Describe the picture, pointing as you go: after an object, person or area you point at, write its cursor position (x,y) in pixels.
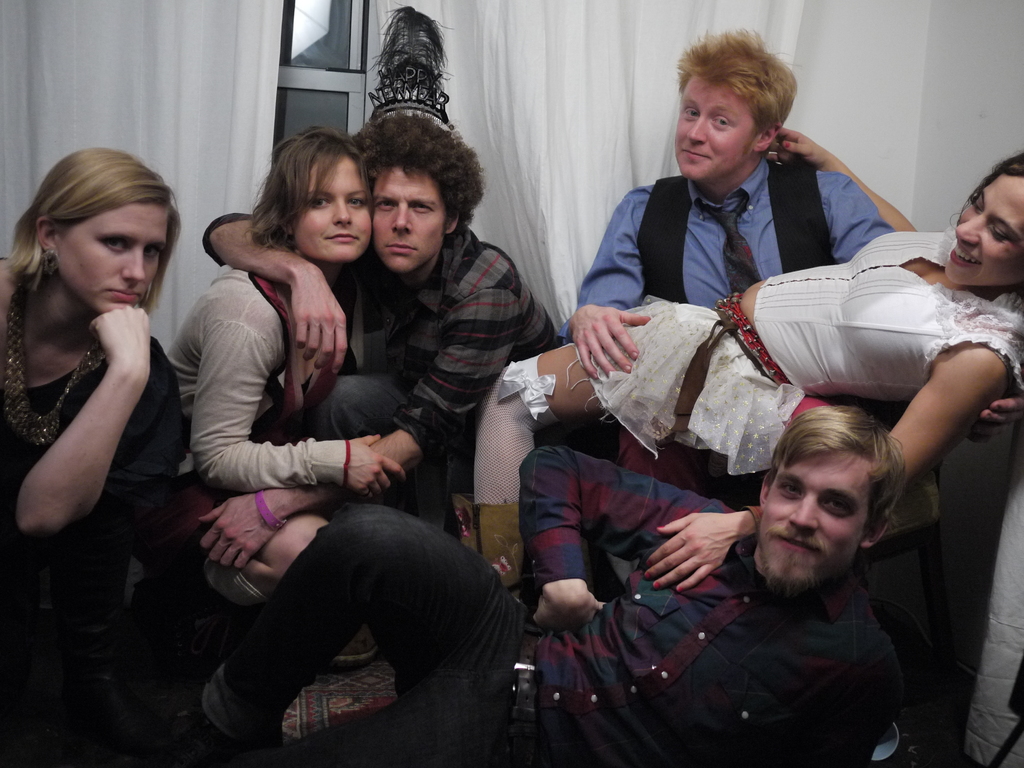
In this image we can see many persons (580,368) sitting on the ground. In the background (500,71) we can see window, wall (841,62) and curtains (109,97).
